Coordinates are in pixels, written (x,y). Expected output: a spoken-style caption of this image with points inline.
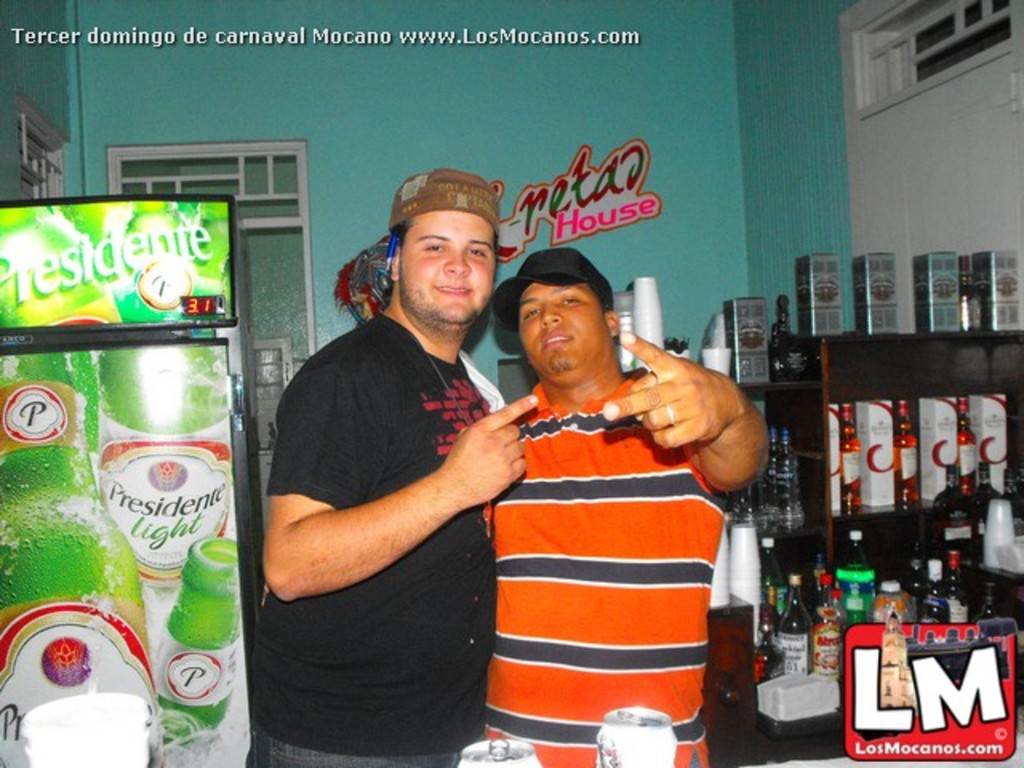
In this picture we can see two boys (644,489) standing in the front (625,590), smiling and giving a pose into the camera. On the right side (759,499) there are some wine bottles (893,450). On the left side (253,500) we can see the green color refrigerator (220,409). In the background (399,68) we can see the green wall (325,177) and glass window (253,221).
